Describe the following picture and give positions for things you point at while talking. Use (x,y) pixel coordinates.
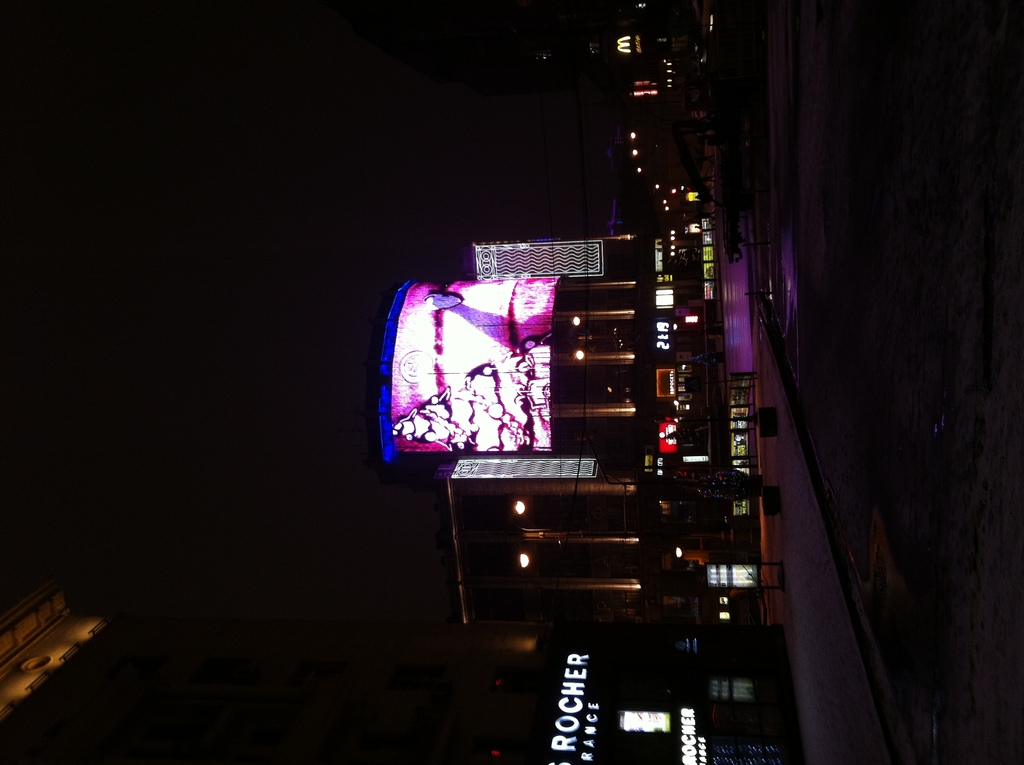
In the given picture, we can see the building (564,315) included with the screen (508,353) and an electronic watch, after that we can see a few lights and the store (669,689) and finally we can see the road (789,309).
